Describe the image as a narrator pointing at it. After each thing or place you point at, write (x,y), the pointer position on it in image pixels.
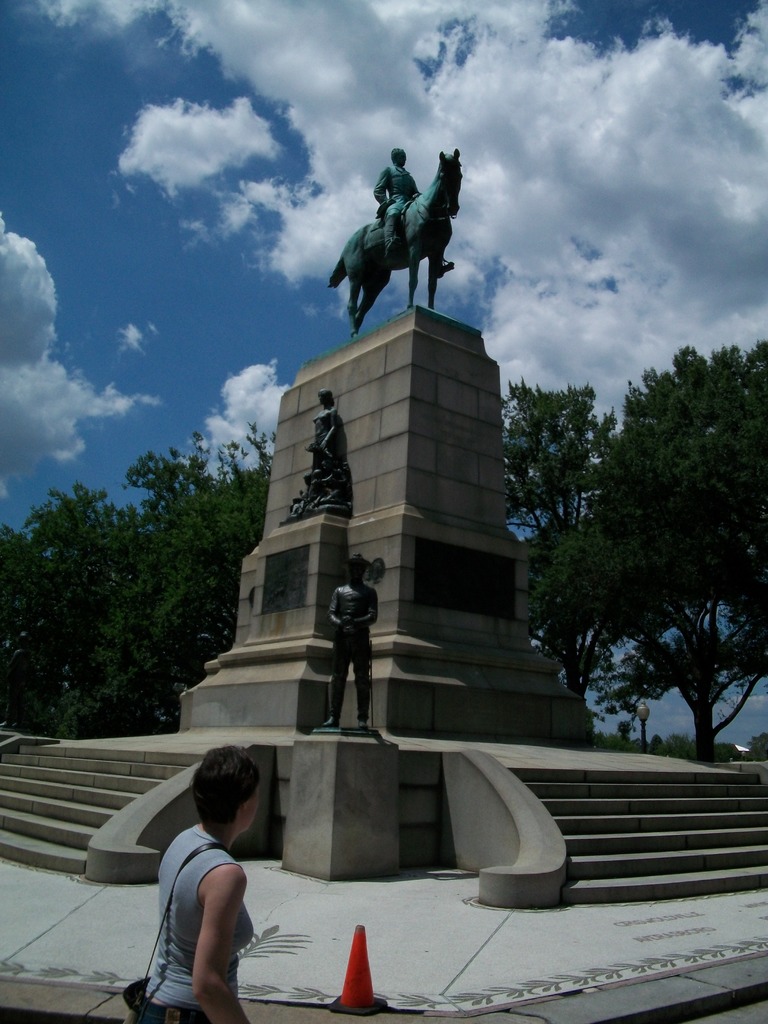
This is a person (196,879) standing. These are the sculptures (384,254), which are on the pillar (461,492). I can see the stairs (596,857). These are the trees (197,558) with branches (676,617) and leaves (665,573). I can see the clouds (464,94) in the sky (224,176).
